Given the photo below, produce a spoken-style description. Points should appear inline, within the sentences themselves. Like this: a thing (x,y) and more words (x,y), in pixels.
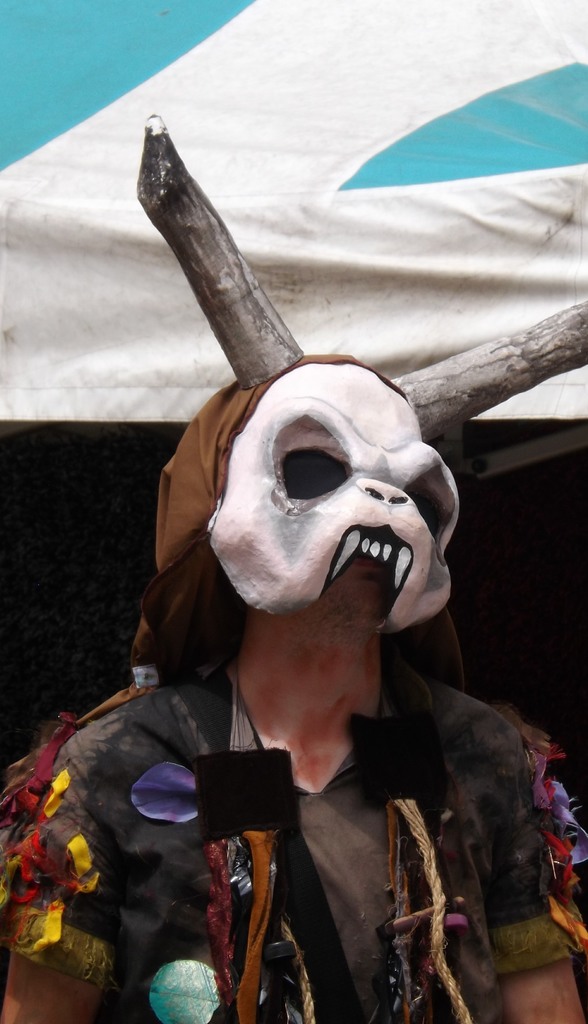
In this image in front (175,729) there is a person (315,667) wearing a mask (256,498). Behind him there is a tent (360,144).
